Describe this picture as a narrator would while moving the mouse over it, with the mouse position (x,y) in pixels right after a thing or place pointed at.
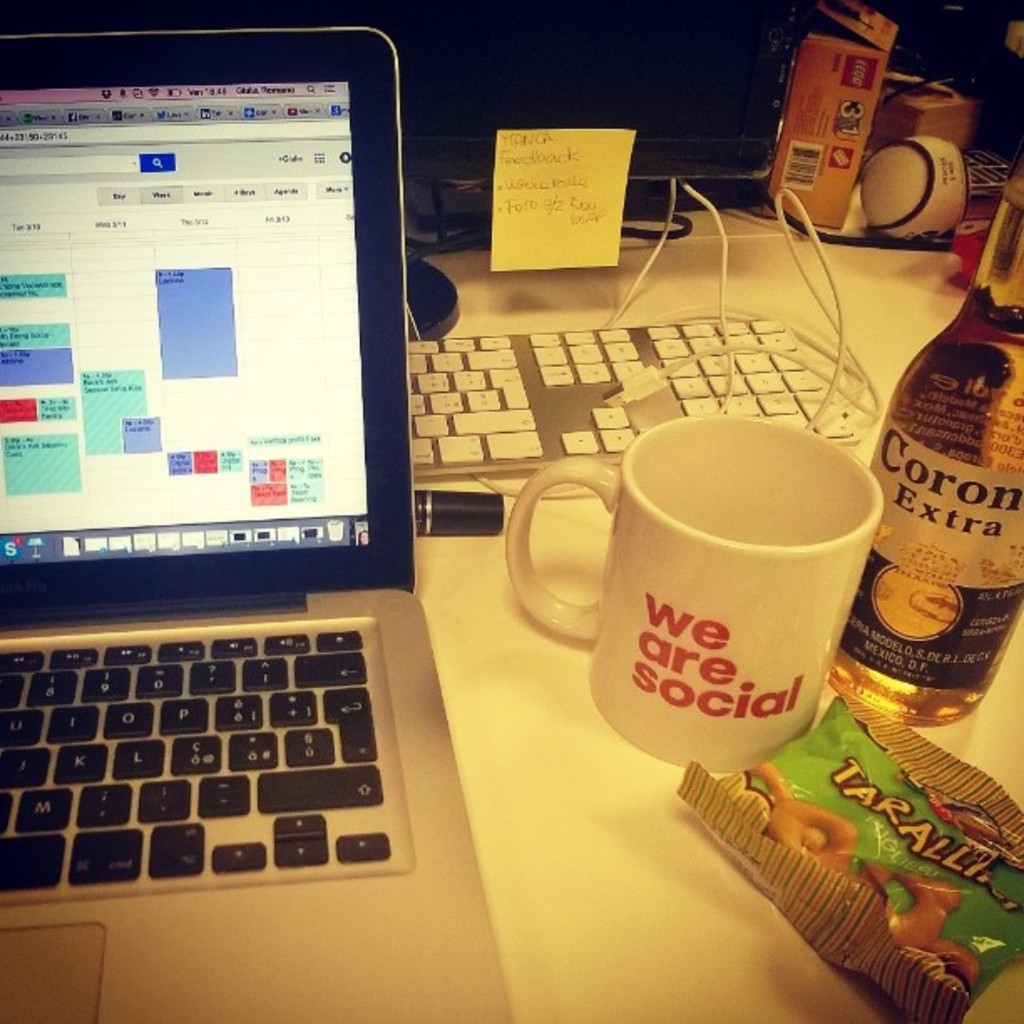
This photo is of a table (483,888). on the table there is a laptop (280,712), mug (676,576), bottle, food packet (832,872), keyboard (681,345), monitor (688,115) on the monitor (467,108) a sticky note (574,171) is stick. There is a ball (914,223), a packet (851,181) and many other things (821,191) are present.
